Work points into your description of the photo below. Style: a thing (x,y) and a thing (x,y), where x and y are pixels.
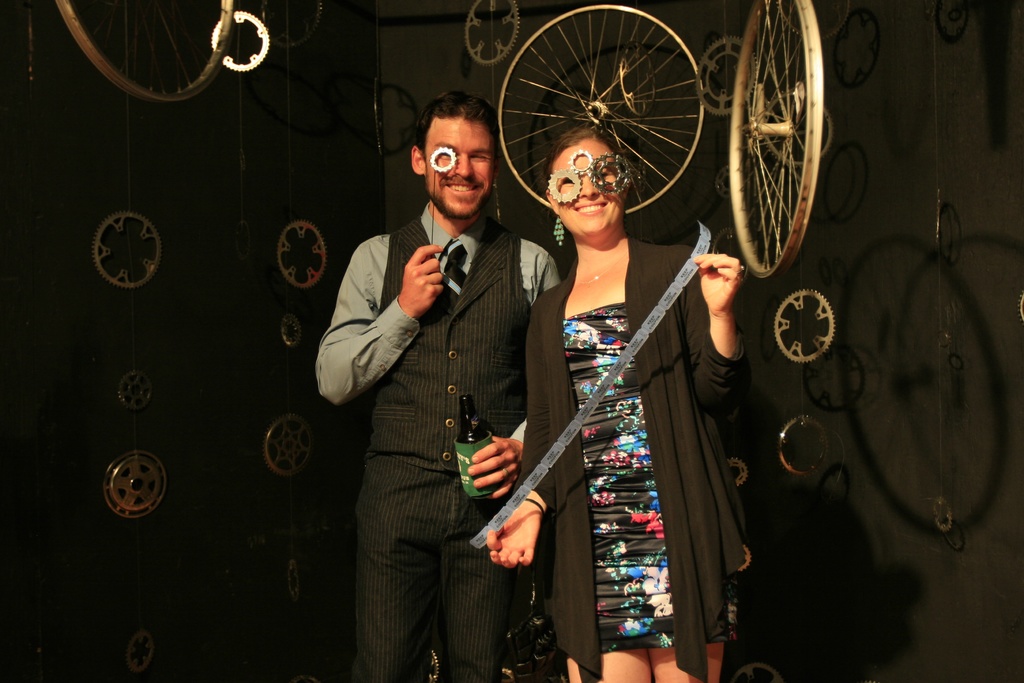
In the center of the image (643,303) we can see two people (487,304) are standing and smiling and wearing the black dresses (561,471) and a lady (636,479) is holding an object (698,249) and a man (497,435) is holding a bottle (464,406), object (434,220). In the background of the image (987,23) we can see the wheels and the wall (43,354).
